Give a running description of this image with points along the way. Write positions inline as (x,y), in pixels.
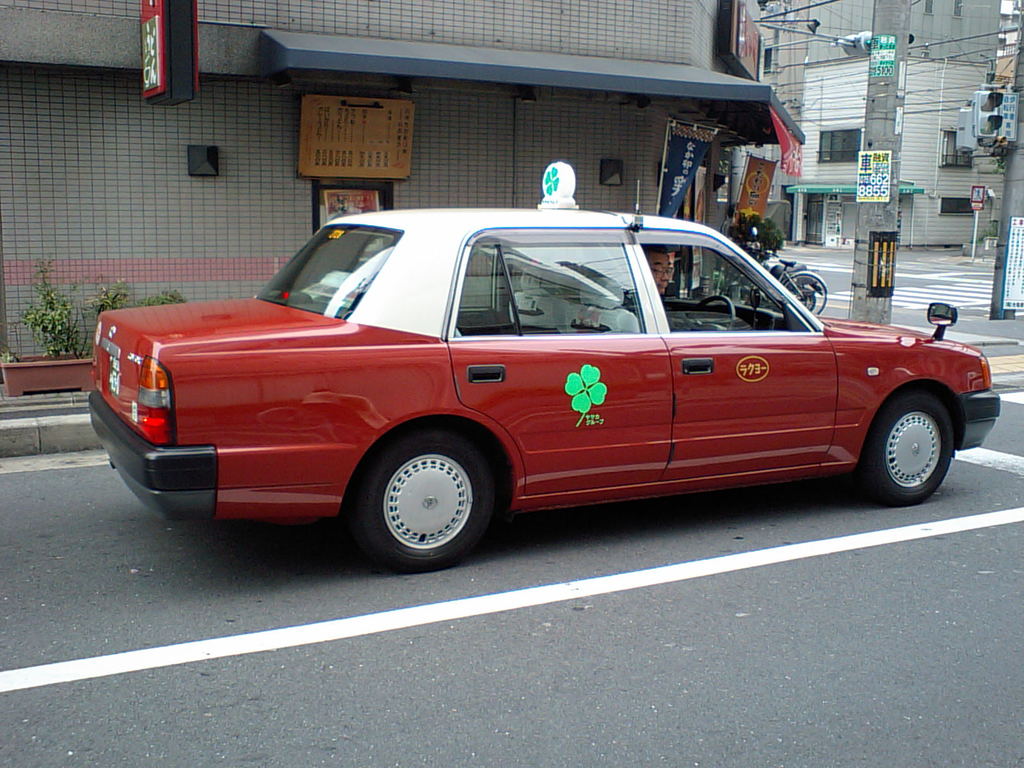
This is the picture of a road (662,625). In this image there is a person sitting inside the car (649,476), there is a car (651,492) on the road (789,688). At the back (951,77) there are buildings (452,164) and poles (1020,92). There are hoardings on the buildings (500,194) and boards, wires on the pole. There are plants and bicycles (793,276) on the footpath (944,337). At the bottom (315,684) there is a road (379,729).
